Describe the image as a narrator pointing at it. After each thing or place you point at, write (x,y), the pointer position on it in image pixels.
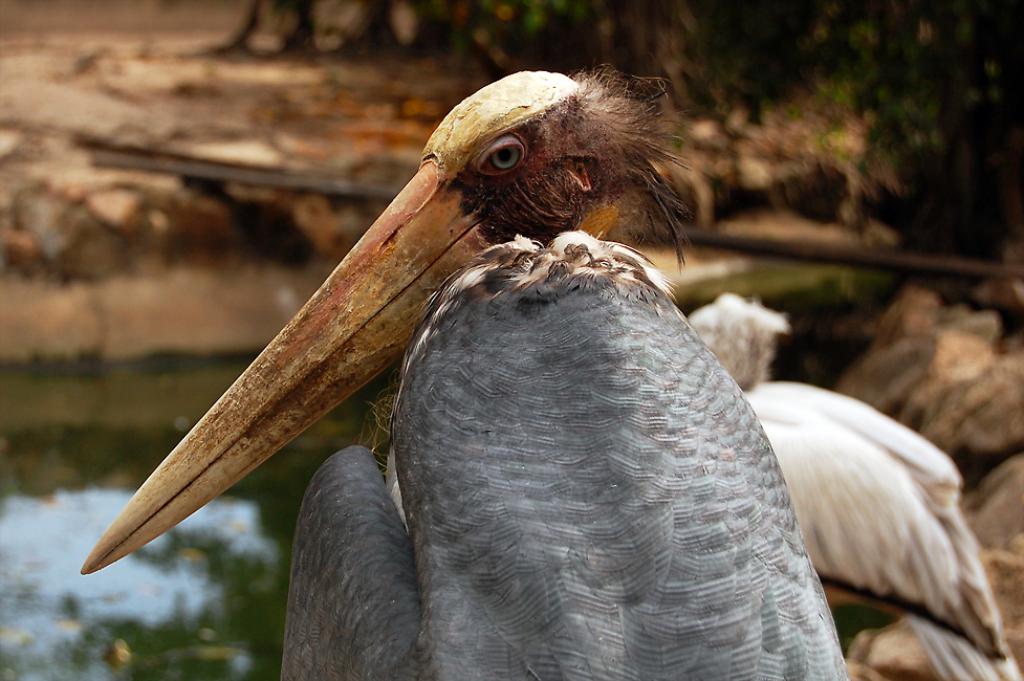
In this image I can see a bird (608,452) which is grey, brown, black, cream and orange in color. In the background (884,521) I can see another bird (818,449) which is white in color, the water (171,579), the ground (194,98) and few trees (953,111).
